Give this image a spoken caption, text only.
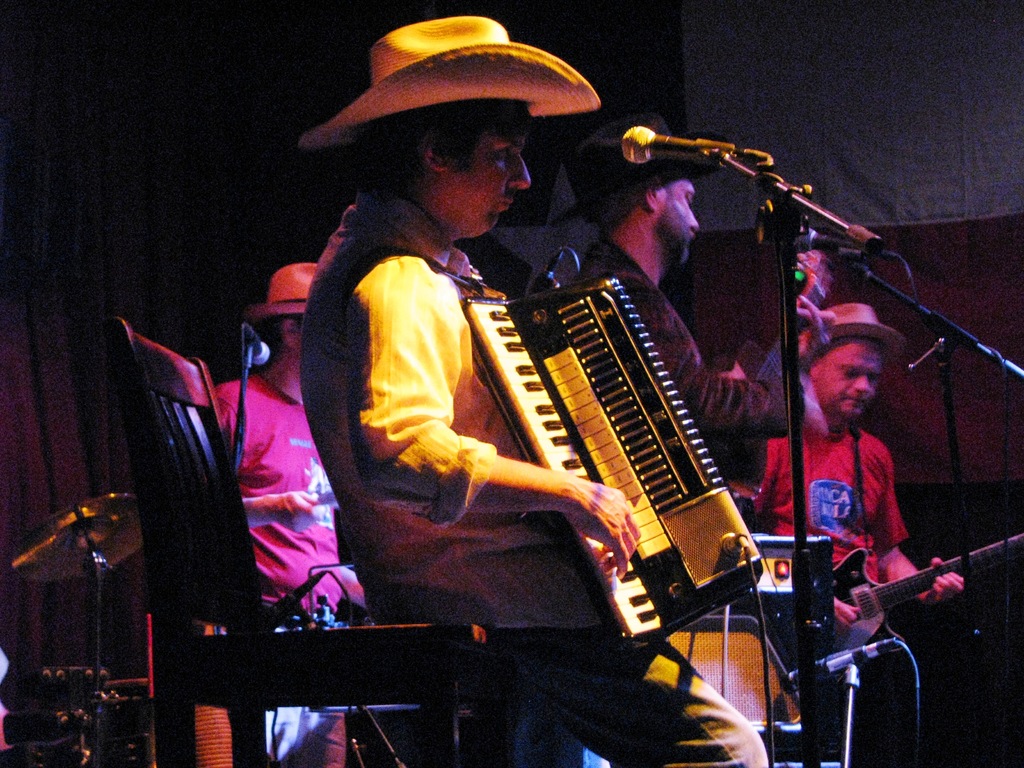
As we can see in the image, there are few people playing different types of musical instruments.
